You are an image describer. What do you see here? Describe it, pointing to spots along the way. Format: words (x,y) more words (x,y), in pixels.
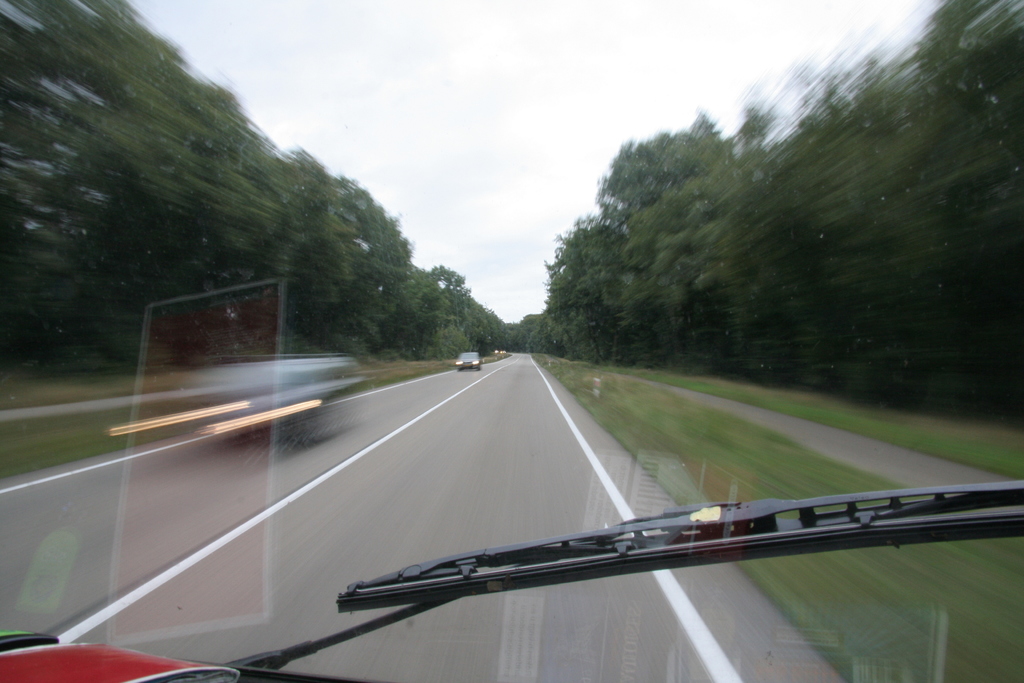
In this picture we can see windshield wiper (605,551) and from the glass (238,479) we can see vehicles (317,380) on the road (471,421), grass (632,449), trees (801,283) and in the background (548,249) we can see the sky (548,249).
